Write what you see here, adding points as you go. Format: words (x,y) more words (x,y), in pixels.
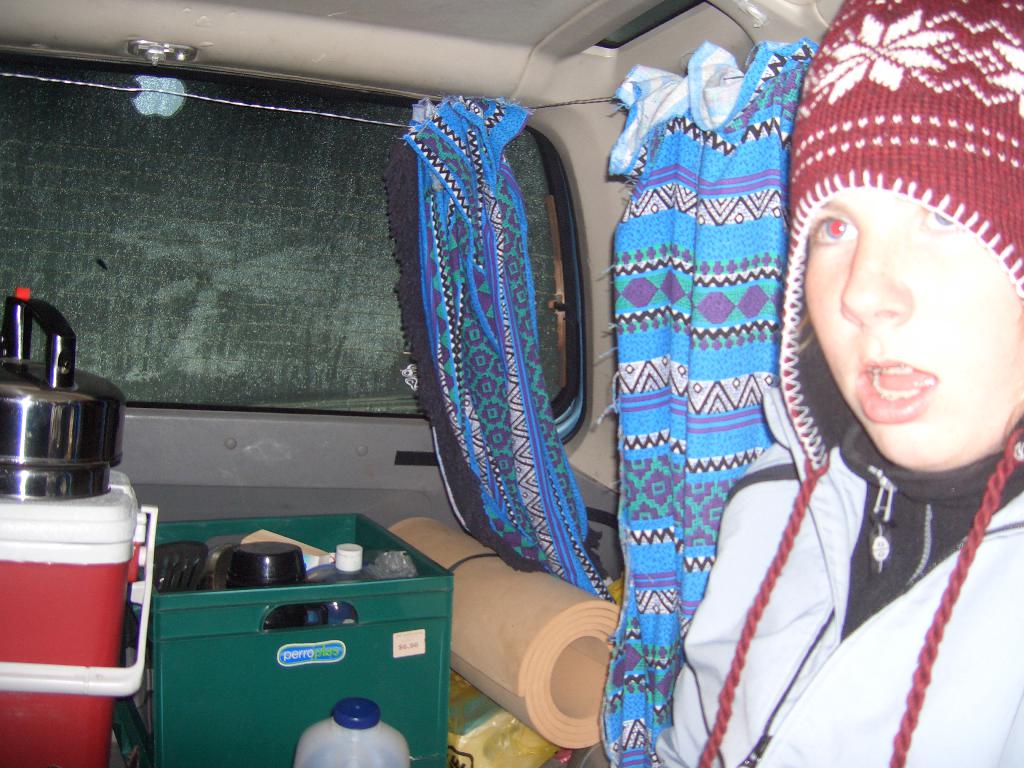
In this picture there is a girl (867,392) who is wearing cap (950,6) and jacket (802,602). She is sitting inside the van (243,517). On the left (98,526) I can see the green box (179,612), mat (450,587), red box (84,538) and other objects (60,457). In the center (644,324) I can see the clothes (639,179) which are placed near to the window (344,215).
